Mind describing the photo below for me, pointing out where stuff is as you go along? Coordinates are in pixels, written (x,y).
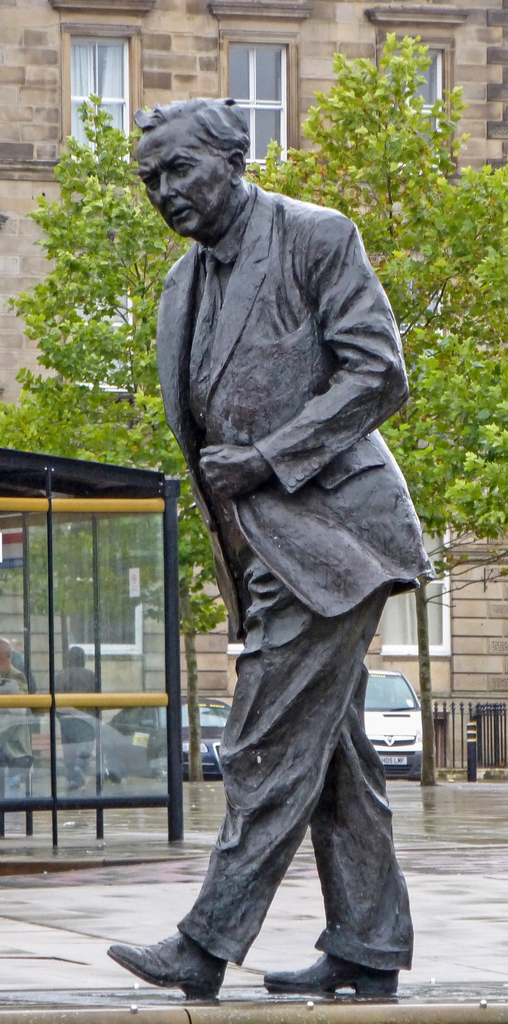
In this picture there is a statue (239,402) of a man (186,401). At the back (504,280) there is a person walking and there is a person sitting and there are vehicles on the road (479,871) and there is a building (507,646) and there are trees (436,565) and there is a railing (495,707). At the bottom (438,941) there is a road (65,951).
